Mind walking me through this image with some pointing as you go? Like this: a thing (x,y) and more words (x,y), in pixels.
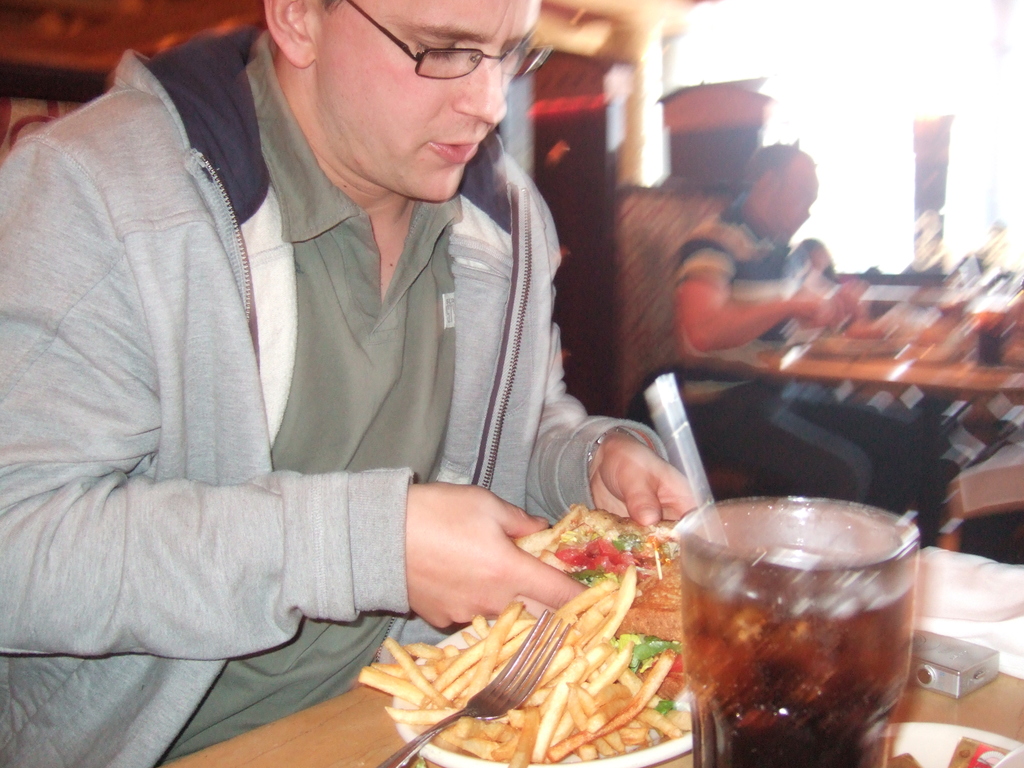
This picture is clicked inside. On the left (338,364) we can see the two persons (496,393) wearing t-shirts (452,395), sitting on the chairs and seems to be eating. On the right (775,699) we can see the tables (767,361) on the top of which glass (816,698) of drink (858,720), platter (530,629) containing food item (496,626), fork (492,699) and some other items (854,334) are placed. In the background (597,210) we can see some other objects (644,77).
